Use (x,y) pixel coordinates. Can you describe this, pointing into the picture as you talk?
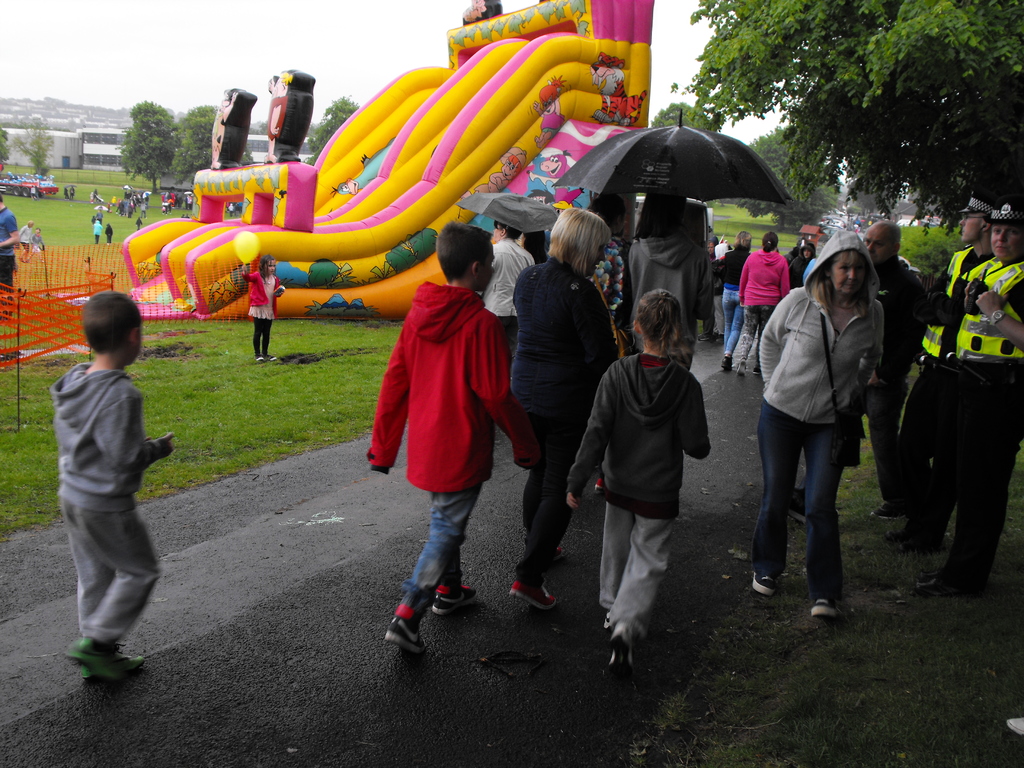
In this image we can see a few people (454,431), there is a fencing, a bouncy castle (355,152), there are plants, trees (772,5) there are houses (65,135), also we can see the sky (259,43).
